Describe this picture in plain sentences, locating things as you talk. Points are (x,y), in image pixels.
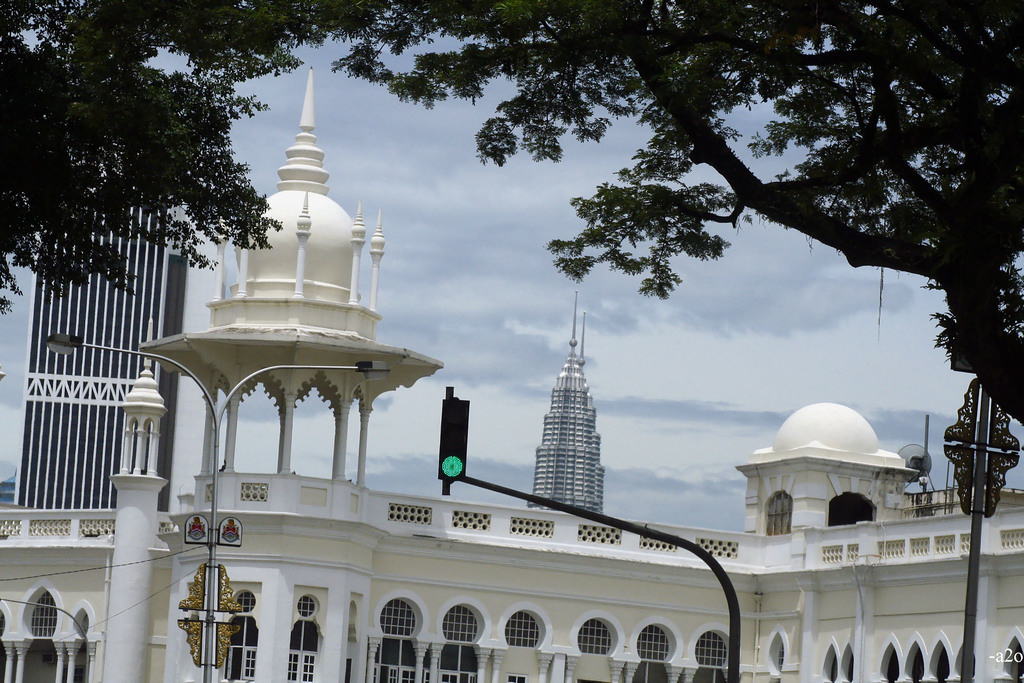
In this picture, we can see building (411,533) with windows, pillars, and we can see poles (967,664), lights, signal lights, tree (227,186), and the sky (458,337) with clouds (430,297).
